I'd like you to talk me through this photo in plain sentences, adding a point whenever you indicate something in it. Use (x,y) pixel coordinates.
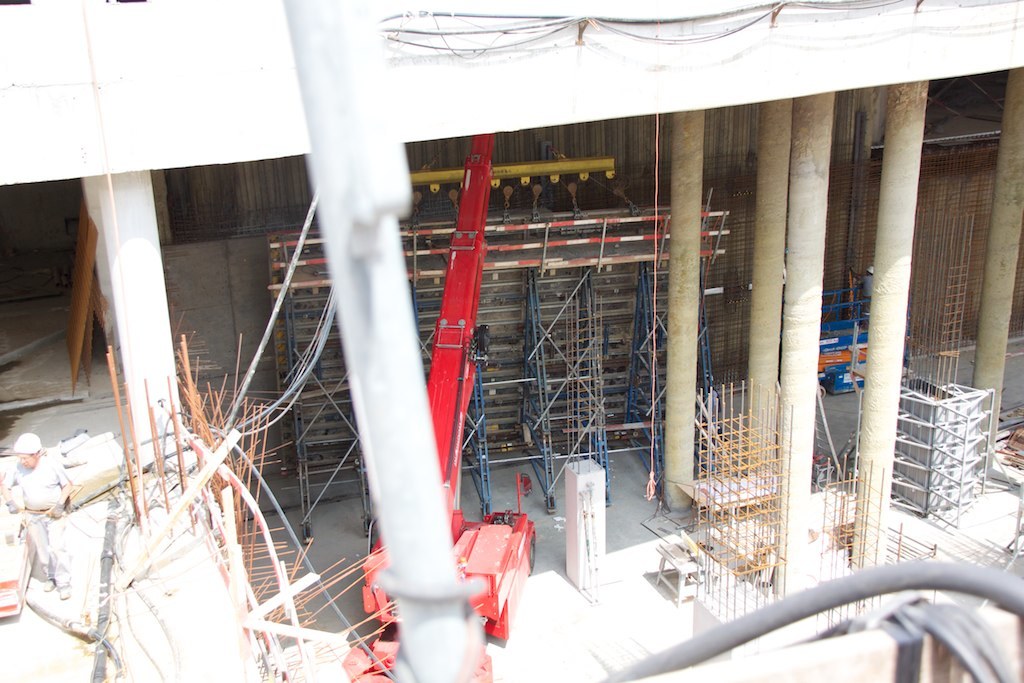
In this image we can see construction of building (860,231). There are rods (963,237) and pillars (796,457). Also we can see a crane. On the left side (32,527) there is a person (34,495) wearing helmet (32,448).
